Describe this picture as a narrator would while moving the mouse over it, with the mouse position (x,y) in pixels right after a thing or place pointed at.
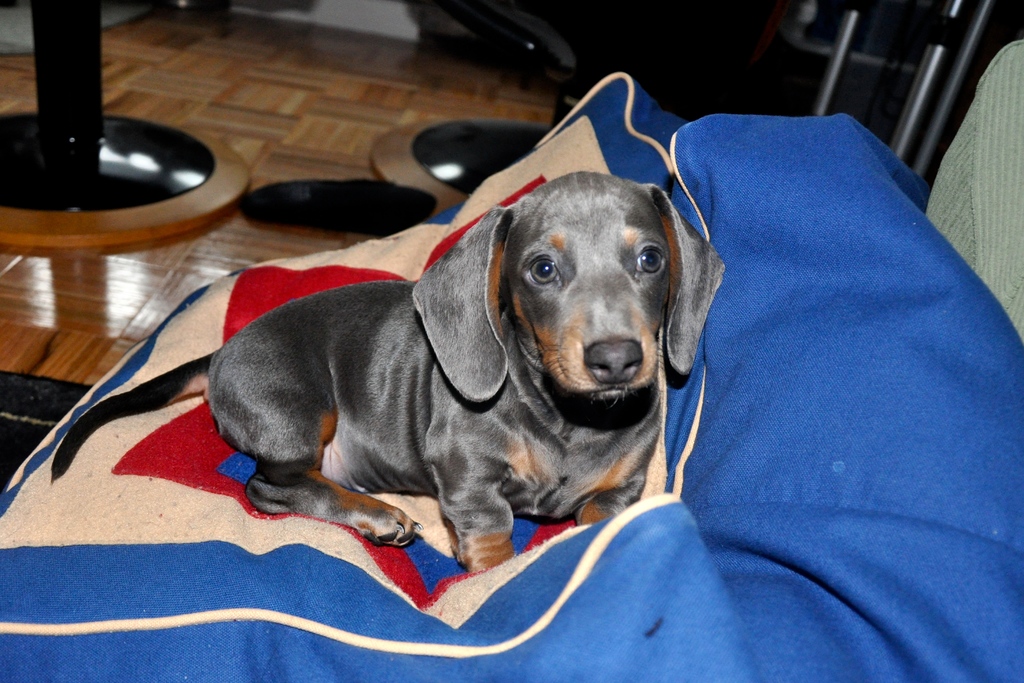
In this image there is a dog (471,462) sitting on a couch (566,528). Behind it there is a floor (260,131). The floor (334,95) is furnished with wood (344,104). There are stands (473,131) on the floor (62,339).
